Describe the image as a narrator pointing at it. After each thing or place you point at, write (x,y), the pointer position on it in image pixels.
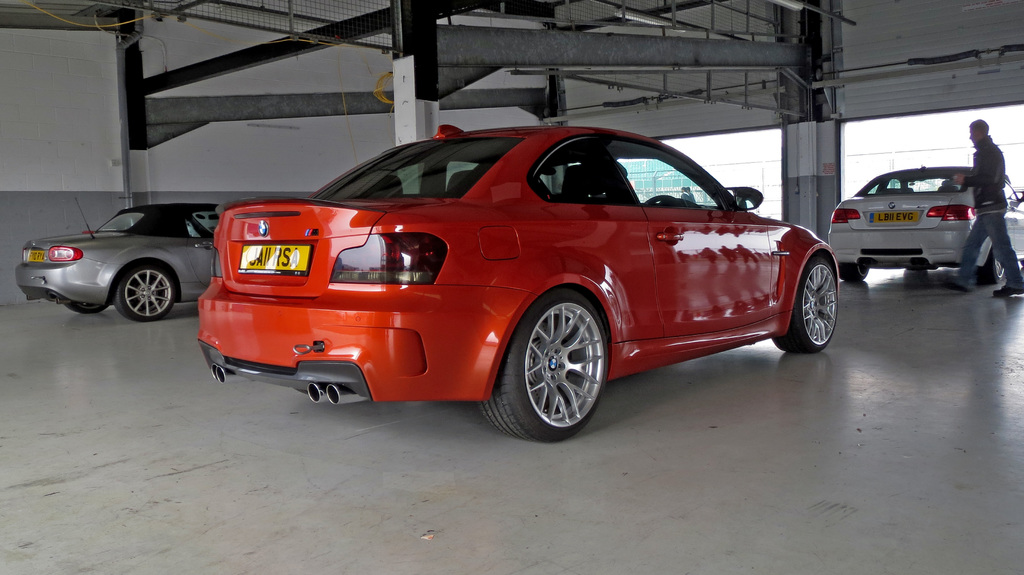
In this picture we can see some vehicles (526,224) parked on the path (998,314) and a person (996,163) is walking. Behind the vehicles (447,174) there are pillars (837,126), wall (166,174) and it looks like the sky (771,145).
